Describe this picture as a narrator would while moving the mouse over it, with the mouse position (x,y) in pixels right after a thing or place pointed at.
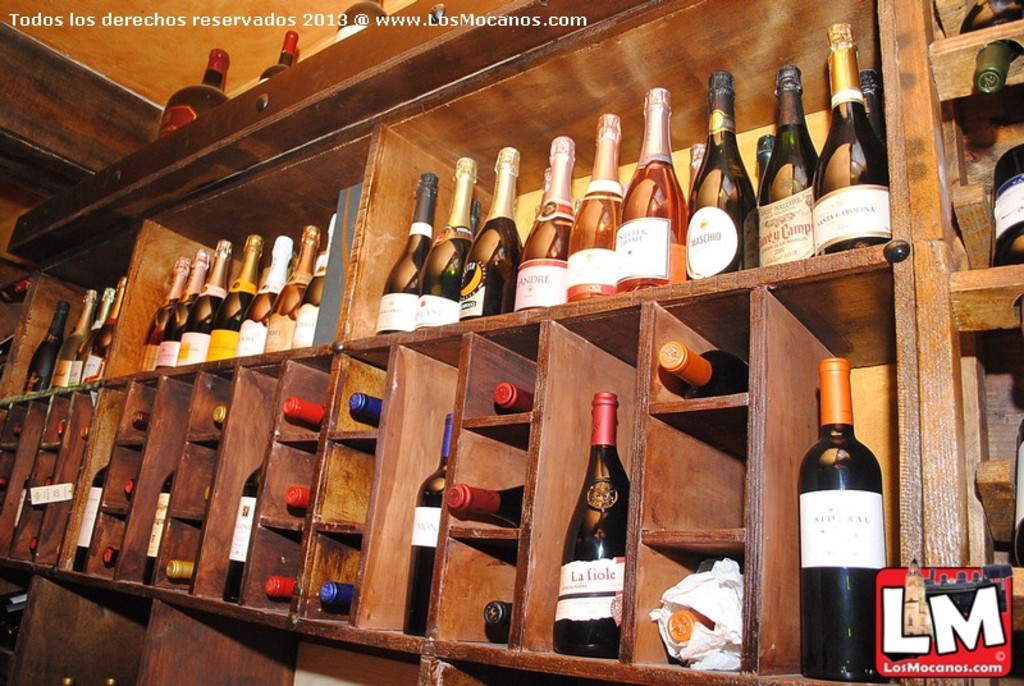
The image consists of wine bottles (618,145) which are kept in the wooden shelves (602,313).
